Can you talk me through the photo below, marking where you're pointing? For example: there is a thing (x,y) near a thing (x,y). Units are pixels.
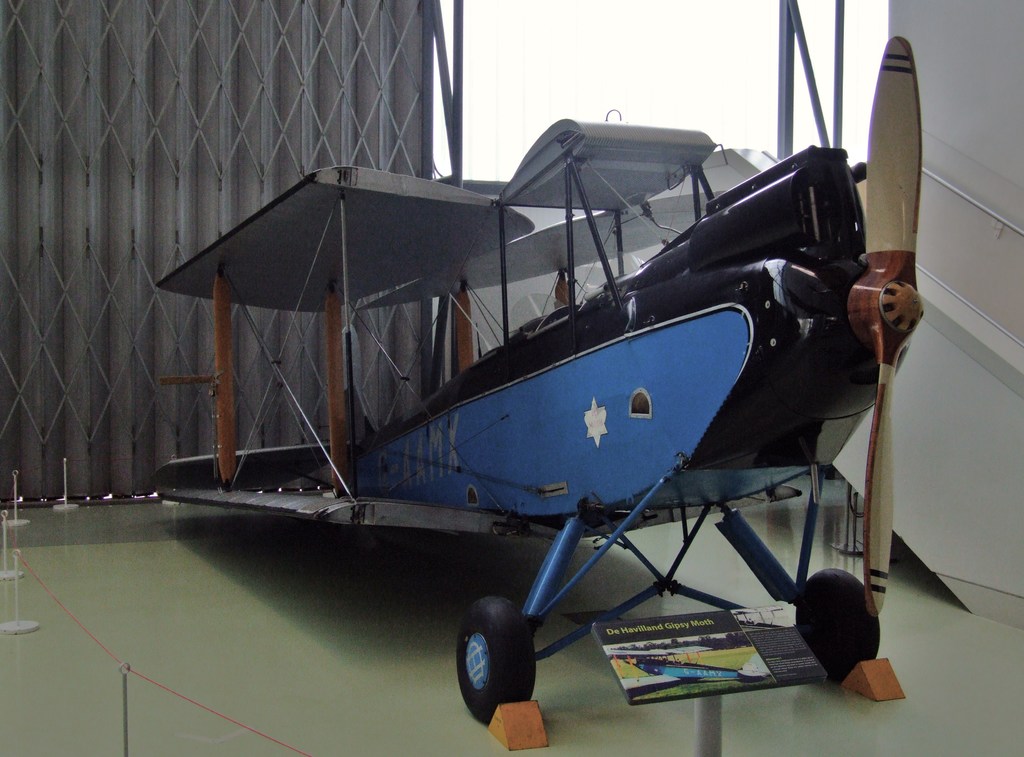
In this picture we can see an aircraft (656,353), at the bottom (778,668) there is a board (792,664), on the left side (60,605) we can see a thread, we can see propeller (865,330) of aircraft (848,340) on the right side (888,269).
